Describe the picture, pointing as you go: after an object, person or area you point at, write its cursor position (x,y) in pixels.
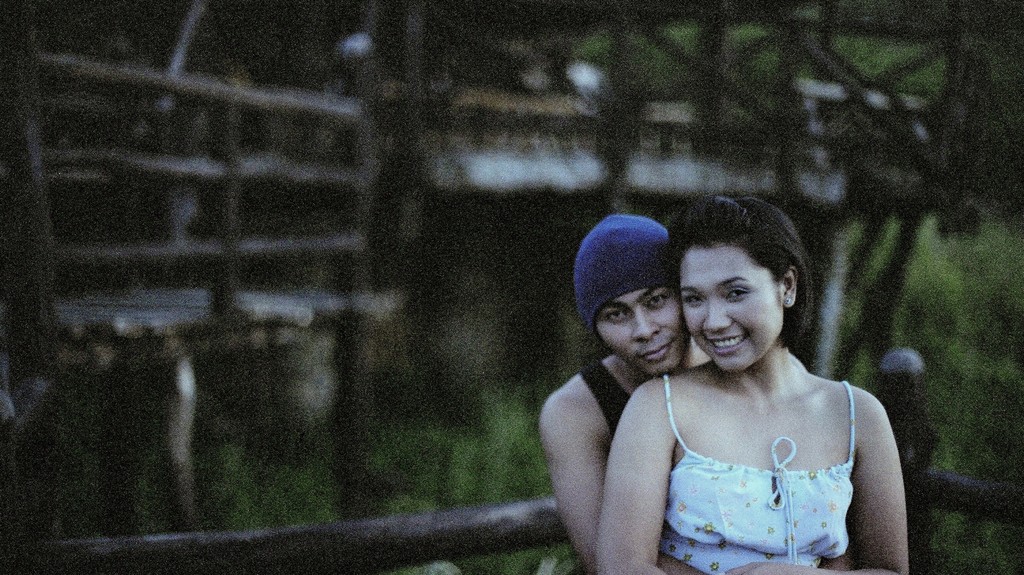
In this image we can see a man (585,468) and a woman (653,480) holding each other. On the backside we can see some trees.
